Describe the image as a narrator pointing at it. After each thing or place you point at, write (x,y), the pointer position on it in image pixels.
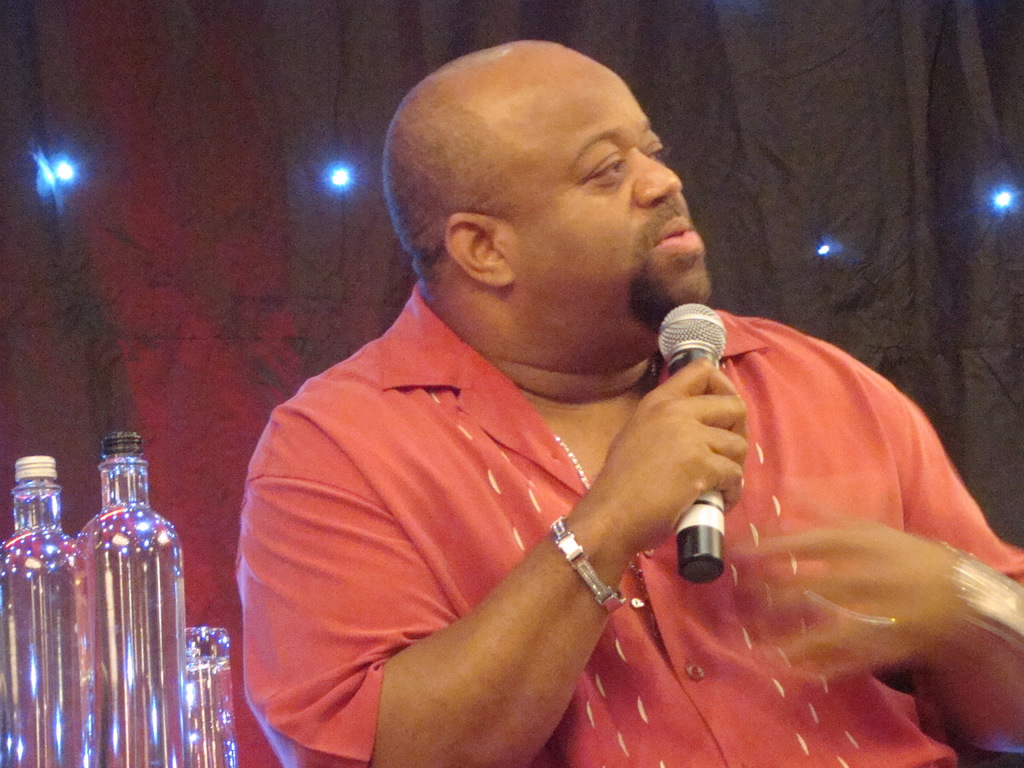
In this image i can see a person (656,465) holding a microphone (698,533) and few glass bottles (129,585) beside him.
